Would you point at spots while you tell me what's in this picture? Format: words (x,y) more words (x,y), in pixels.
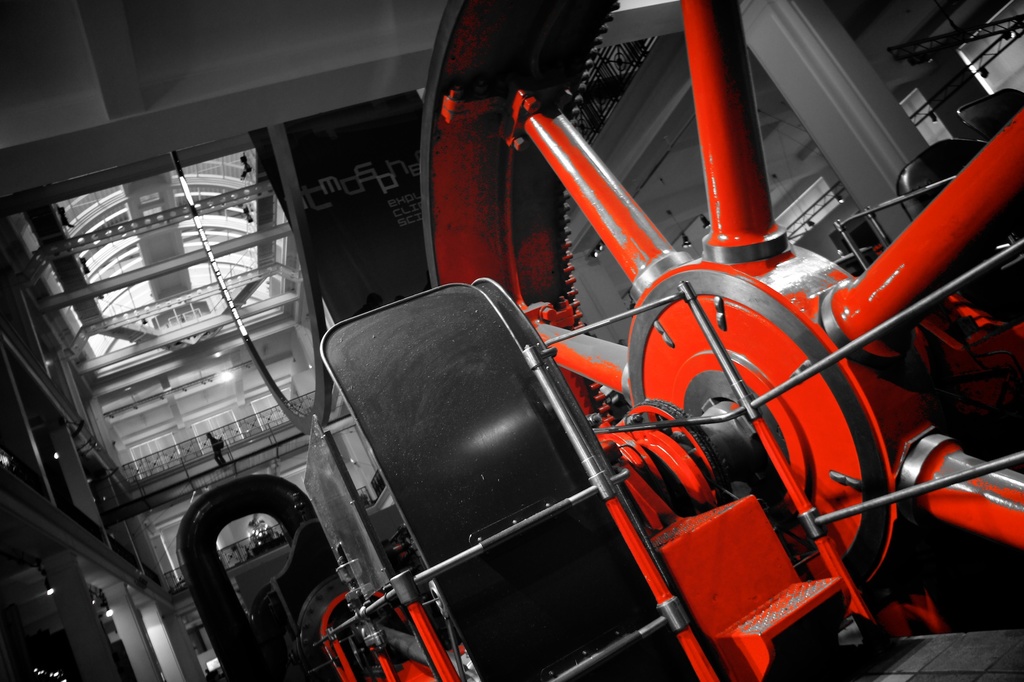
This is an inside view. On the right side (842,444) there is a wheel (774,380) and I can see few machine tools (517,580). On the left side (101,639) there are few pillars (99,633). In the background (135,415), I can see the walls (180,433) and windows (154,439) and there is a person (214,443) behind the railing (230,441).
